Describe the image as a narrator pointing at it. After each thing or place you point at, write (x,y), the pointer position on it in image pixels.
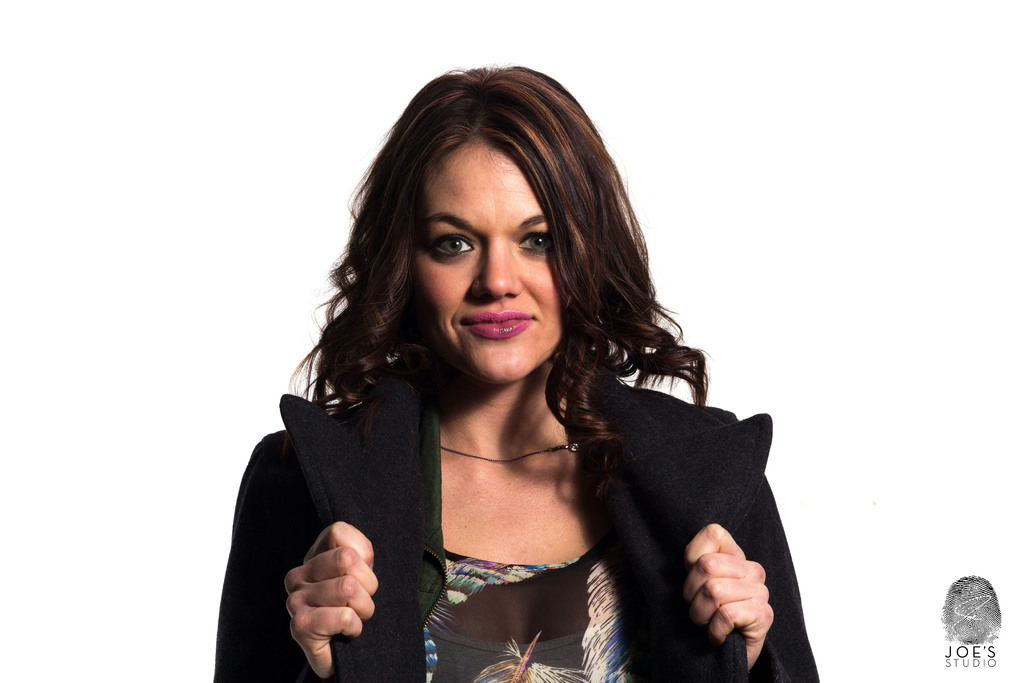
In the front of the image (682,431) I can see a woman (698,579) wore jacket (673,607) and smiling. I can see a white background (384,31). At the bottom right side of the image (973,622) there is a watermark (969,639).
